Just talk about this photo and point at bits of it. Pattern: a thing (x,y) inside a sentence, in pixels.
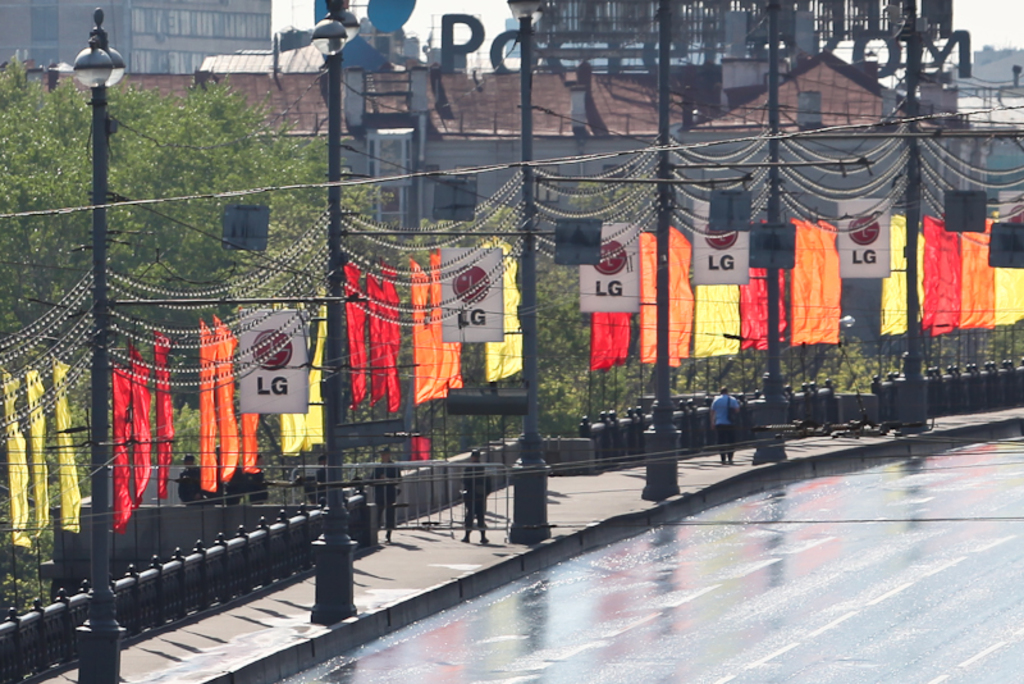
Here we can see light poles (778,63), flags (992,275), hoardings (845,247) and people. Background (210,54) there are buildings (361,92) with windows (389,167). These are trees (109,238).
